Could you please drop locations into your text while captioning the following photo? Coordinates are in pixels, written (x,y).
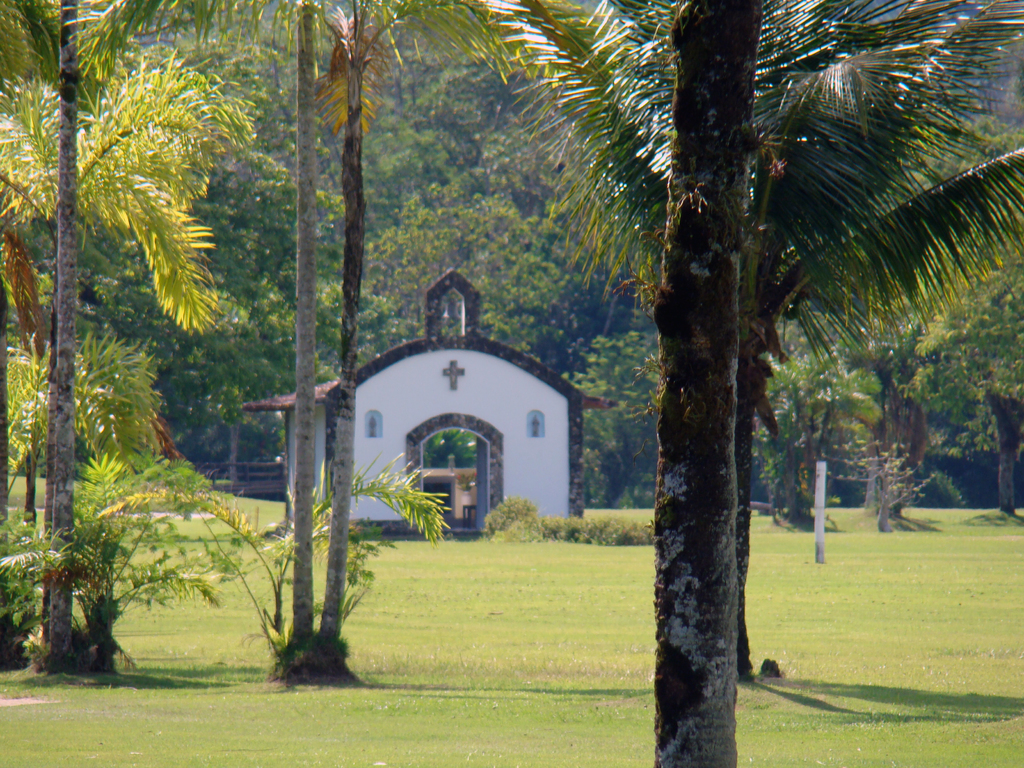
This picture might be taken outside of the city and it is sunny. In this image, we can see a house (427,414), on that house (436,372), we can see a cross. On the right side (937,497) there are some trees (981,394), on the left side (56,397), we can also see some trees (50,312) and plants (132,584). In the background (544,253), we can see a pole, few trees (548,274). On the top (629,105), we can see trees (722,208), at the bottom (1010,715) there are some plants (91,471) and grass (599,555).
